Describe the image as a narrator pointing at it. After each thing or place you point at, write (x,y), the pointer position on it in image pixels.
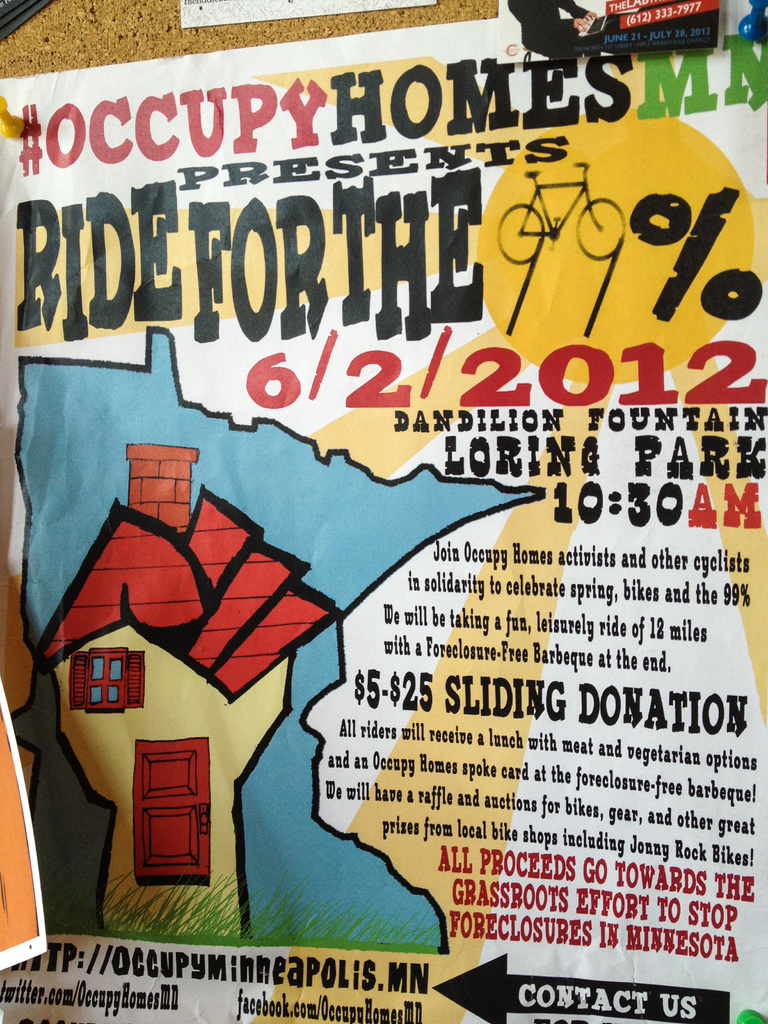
In this picture we can observe a poster (295,561) pinned to the notice board (154,40) which is in yellow color. On the poster (230,234) we can observe some words (462,96) printed in black and red color. We can observe blue color on the poster (281,458). There is a house (143,738) in the shape of a human hand which is in red and yellow color.
